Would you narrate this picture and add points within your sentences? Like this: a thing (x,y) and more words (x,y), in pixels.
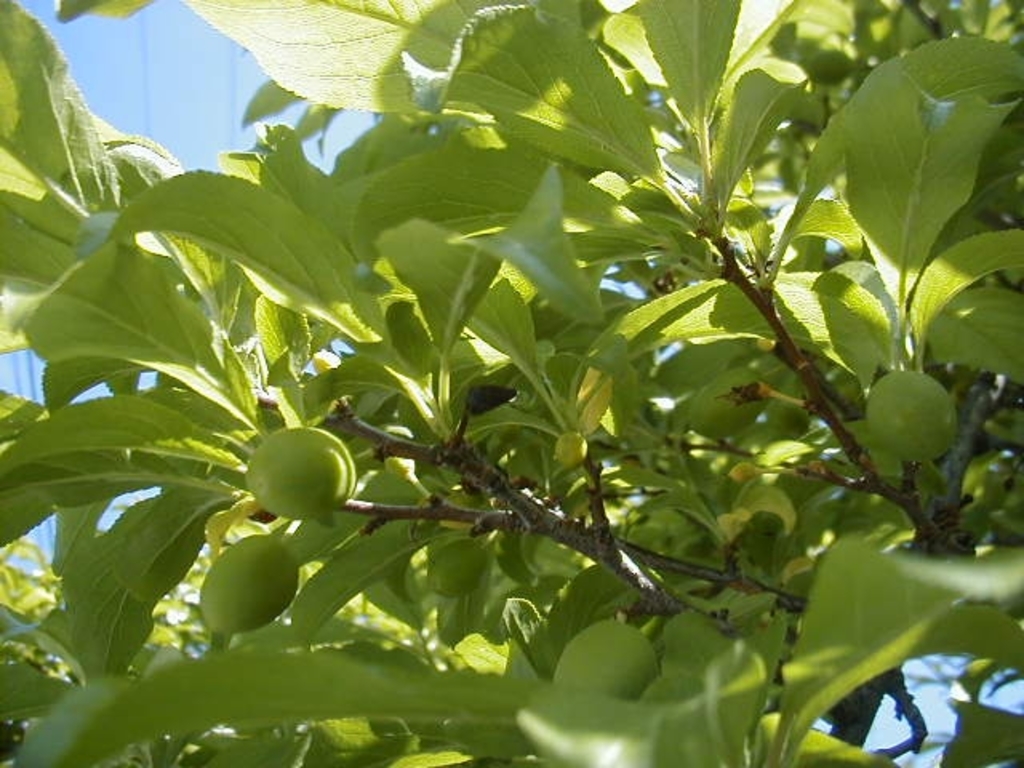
In the picture I can see a tree (671,272) which has few green leaves (569,323) and fruits (912,420) on it.
